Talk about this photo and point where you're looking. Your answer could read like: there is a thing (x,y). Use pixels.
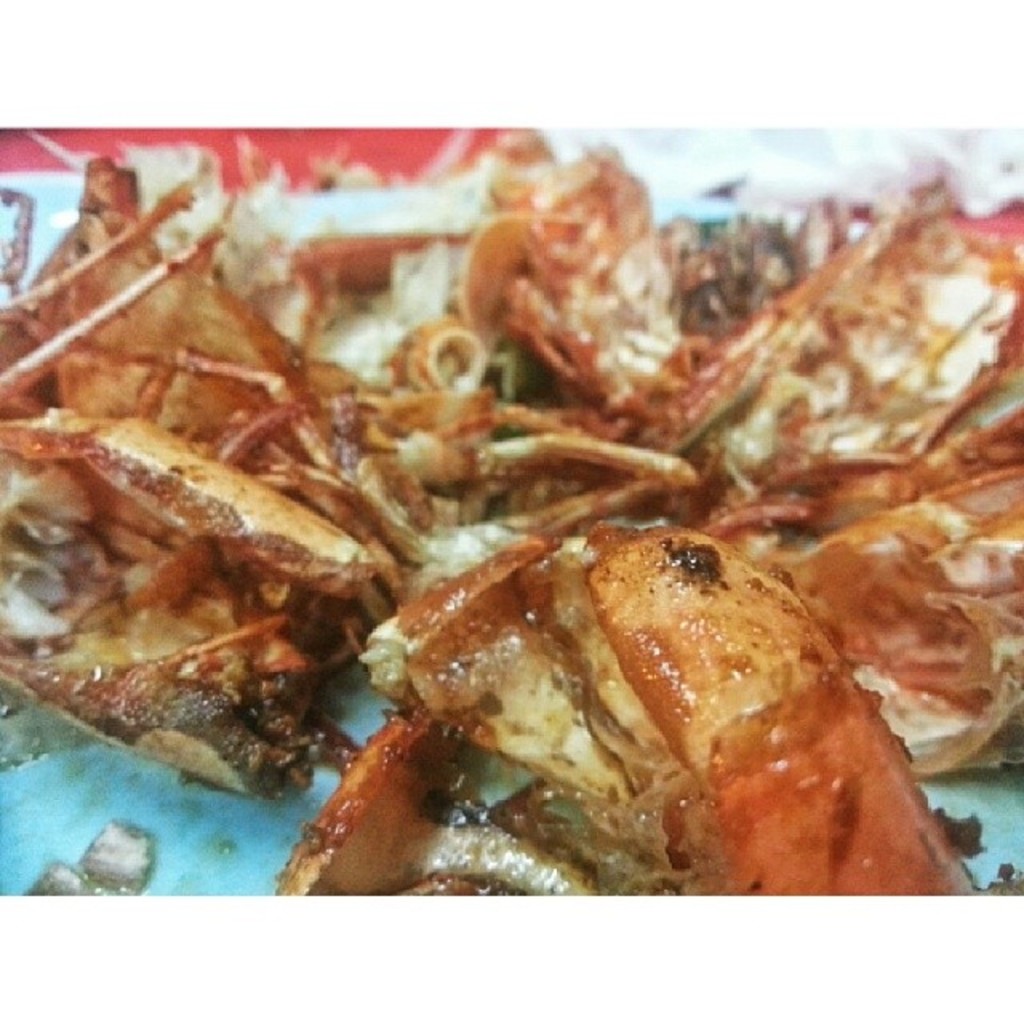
This is a zoomed in picture. In the center (508,646) we can see the food items (556,435) placed on the surface (62,780) of an object (96,798).
